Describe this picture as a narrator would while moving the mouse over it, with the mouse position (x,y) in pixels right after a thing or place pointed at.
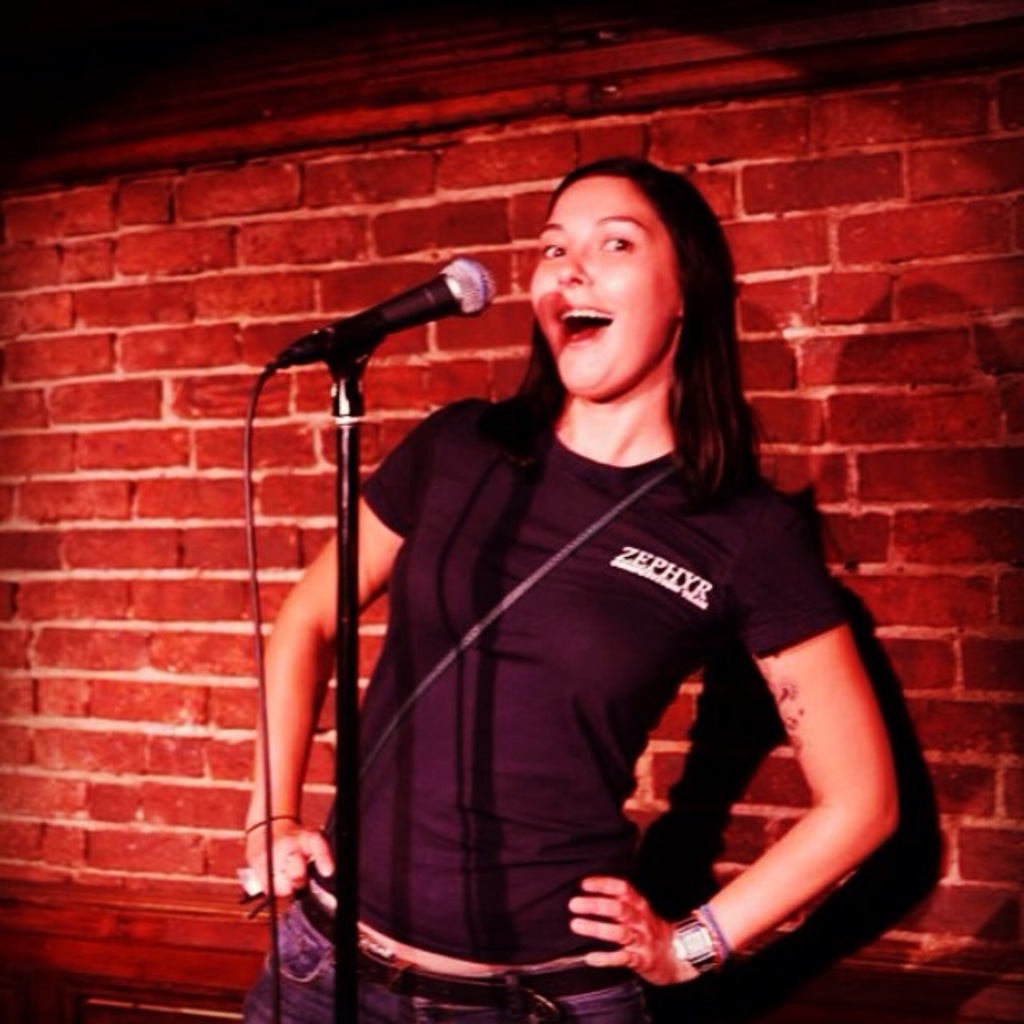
In this picture there is a girl (556,323) who is standing in the center of the image (543,448) and there is a mic (460,275) in front of her, there is a brick wall (166,582) in the background area of the image (804,192).
